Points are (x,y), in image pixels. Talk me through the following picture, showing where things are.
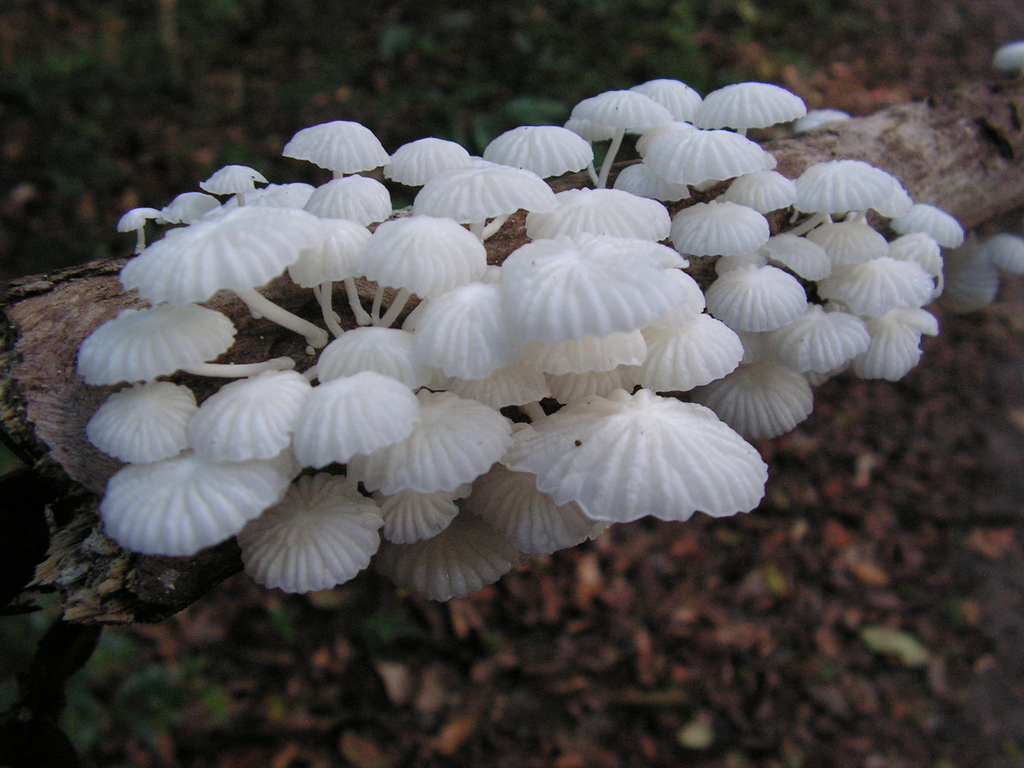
In this image in the center (379,378) there are some mushrooms (420,263) on a tree (77,537), and in the background (526,611) there are some dry leaves (244,673) and some plants (555,64).
